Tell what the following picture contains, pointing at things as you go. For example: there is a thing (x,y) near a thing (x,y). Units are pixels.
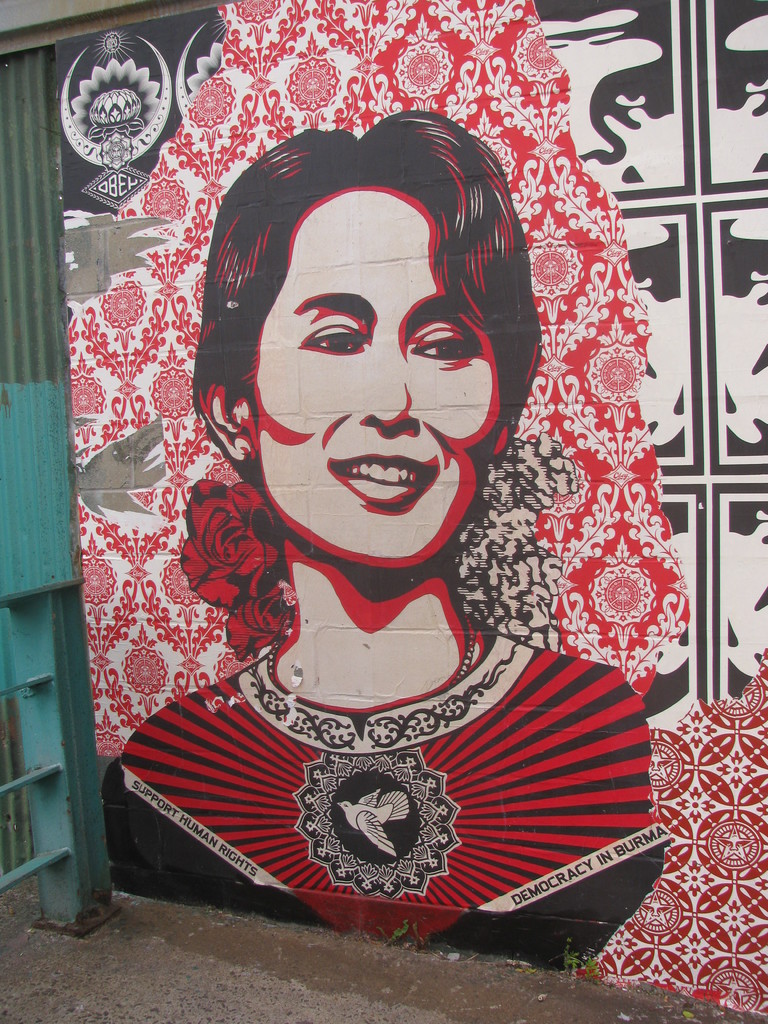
In this image we can see picture (333,382) of a woman (522,389) on the board (687,521).
